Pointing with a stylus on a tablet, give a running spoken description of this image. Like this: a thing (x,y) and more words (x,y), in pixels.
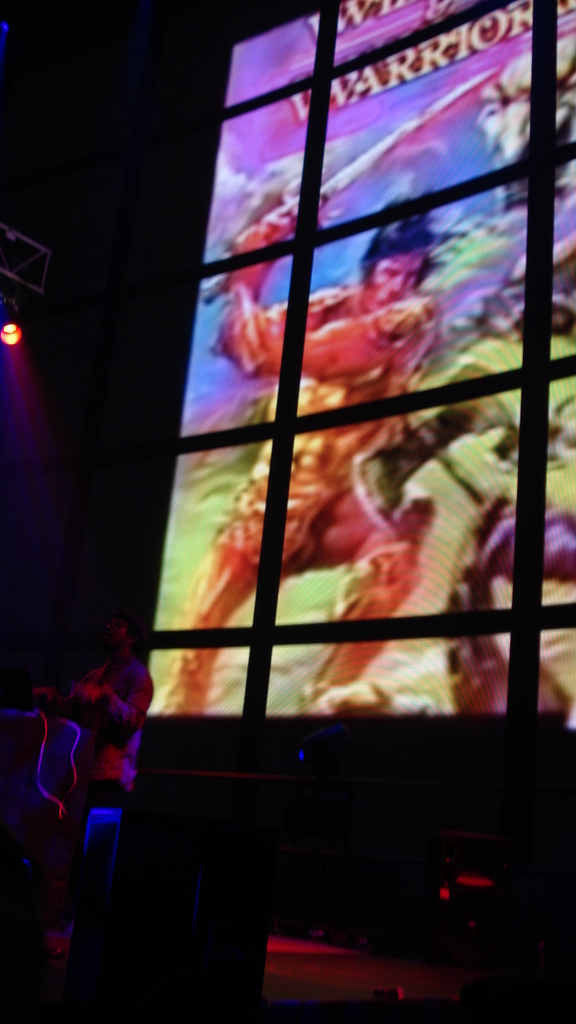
In this image in the front (131,696) there are objects (212,880) which are black in colour and there is a person (111,717) visible. In the background (367,427) there is a screen (454,454) and on the screen (370,343) there are images (397,322) and there is some text (358,19) written on it and on the left side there is a light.
